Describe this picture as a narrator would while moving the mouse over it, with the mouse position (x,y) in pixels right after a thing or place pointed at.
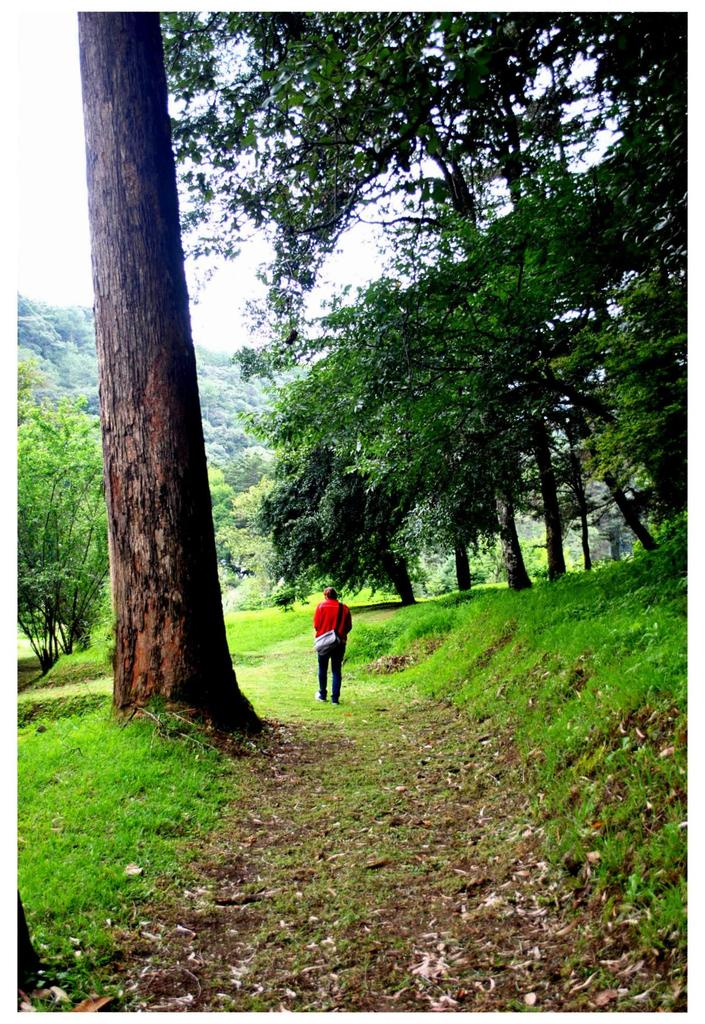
In the foreground of the picture (293,905) we can see dry leaves (235,973), soil (339,937) and grass (592,784). In the middle of the picture (372,376) there are trees (249,428), grass (557,578) and a person (315,633) walking. In the background (217,225) at the top (259,228) it is sky (228,238).
